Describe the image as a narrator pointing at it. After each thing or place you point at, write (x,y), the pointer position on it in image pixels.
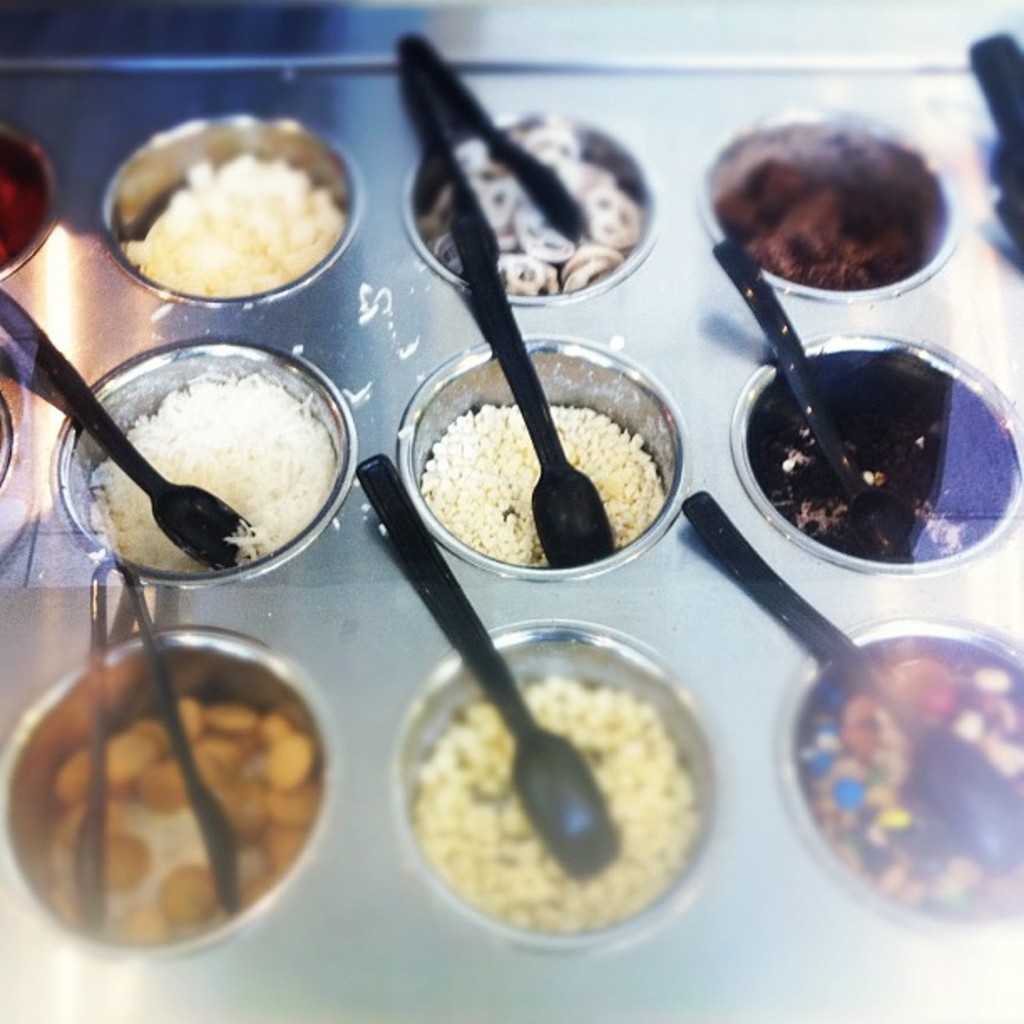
In this image I can see food (152,731) in utensils (584,153) and I can also see few spoons (454,159).
